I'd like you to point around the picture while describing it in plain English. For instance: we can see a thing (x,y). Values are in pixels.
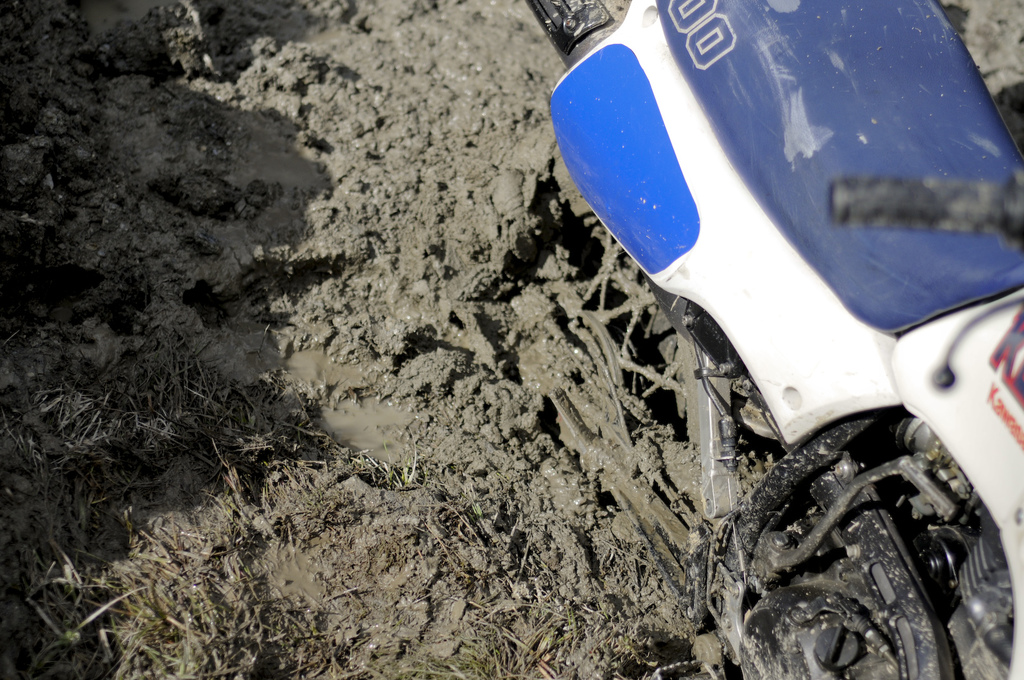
This is the picture of a thing (977,115) which is on the mud floor (296,409).
